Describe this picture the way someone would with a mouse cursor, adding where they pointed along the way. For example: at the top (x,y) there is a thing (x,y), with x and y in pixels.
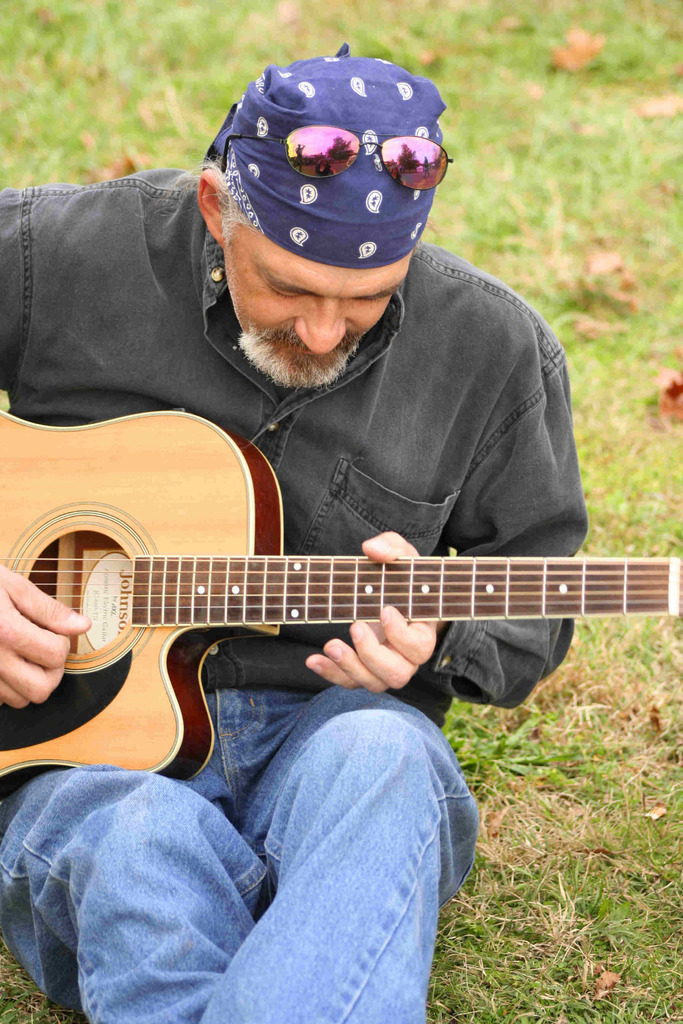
In the image there is a man (318,378) who wore goggles (349,157) on his head (349,278) holding a guitar (132,534) and playing it. In background (481,214) there is a grass (505,83).
